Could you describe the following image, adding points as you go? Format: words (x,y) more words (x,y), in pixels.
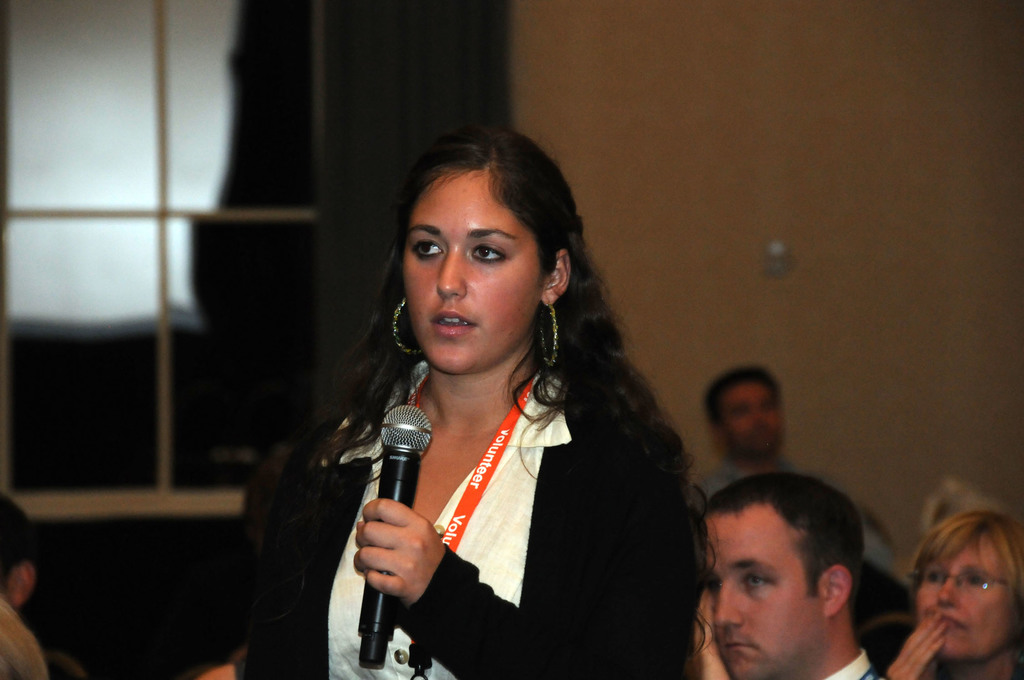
In this image there are group of persons (759,481) sitting in a room (773,438) and at the middle of the image (456,323) there is a lady person (542,502) wearing black color dress (570,520) holding a microphone (399,484) on her left hand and at the background of the image (713,97) there is a wall (694,104) and window (2,250).
